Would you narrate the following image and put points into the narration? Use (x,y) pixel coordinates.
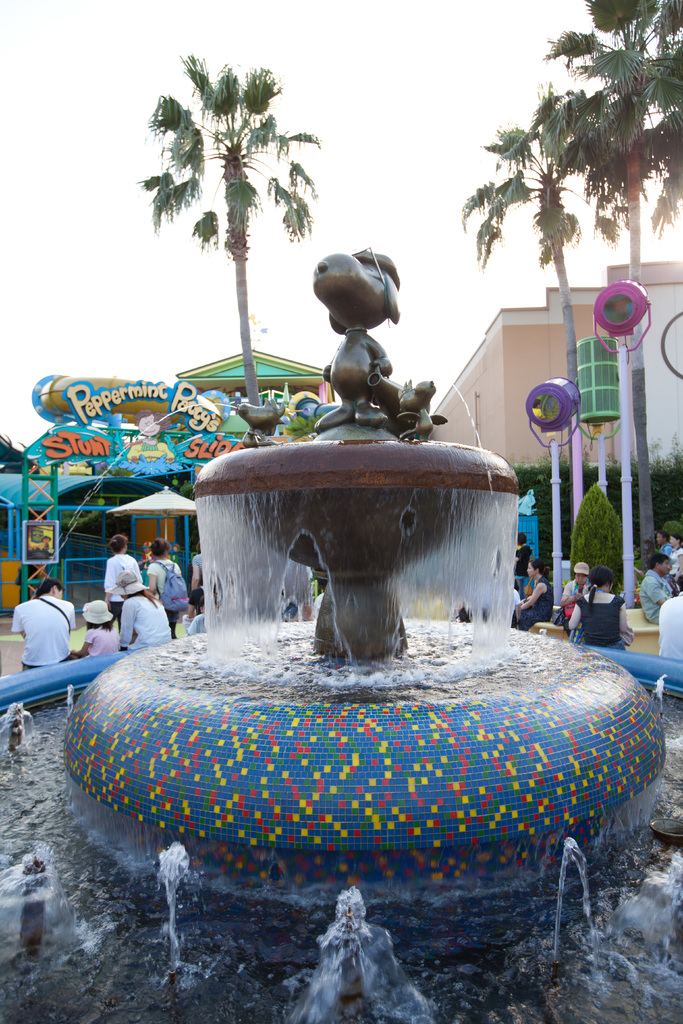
In this image, we can see some persons (537,605) sitting beside the fountain (106,685). There is a building (493,426) and trees (568,369) on the right side of the image (524,370). There is a sky (384,90) at the top of the image (352,37).
